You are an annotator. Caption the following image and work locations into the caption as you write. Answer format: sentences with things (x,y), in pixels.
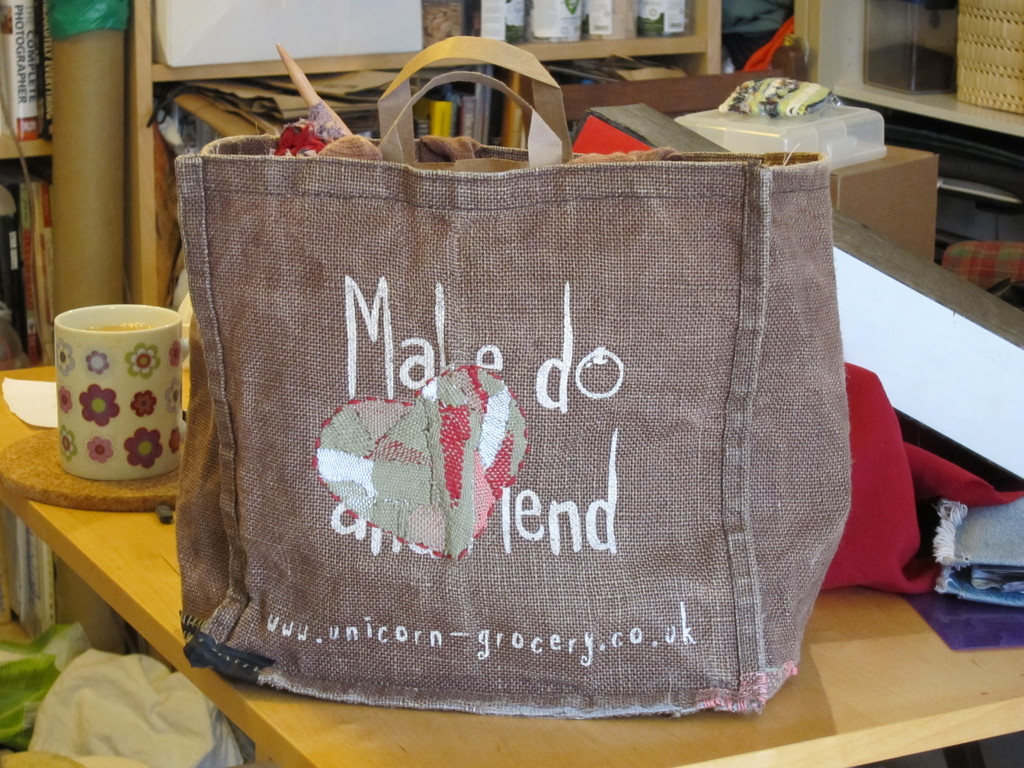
In this picture we can see a table (604,734), there is a bag (471,549), a mug (150,355), a cloth (898,577) present on the table (865,676), we can see a rack (18,154) here, there are some books (11,78) present on the rack (29,280), there is a plastic box (857,139) here, we can see a cover (5,684) here.
